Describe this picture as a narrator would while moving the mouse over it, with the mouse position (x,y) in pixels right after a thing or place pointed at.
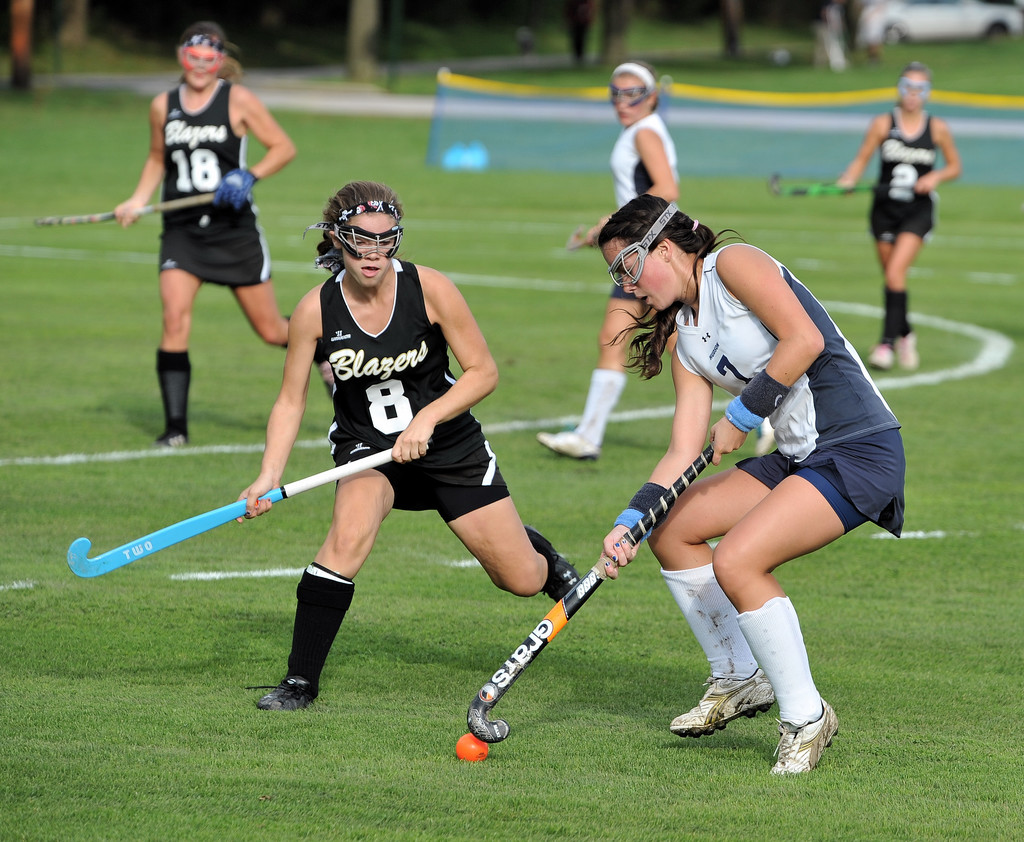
In this image we can see ladies (400,475) playing hockey. They are all holding hockey bats (495,737). At the bottom (364,757) there is grass (428,726) and we can see a ball (479,744). In the background (912,27) there are trees (730,24) and we can see a car (946,15).
